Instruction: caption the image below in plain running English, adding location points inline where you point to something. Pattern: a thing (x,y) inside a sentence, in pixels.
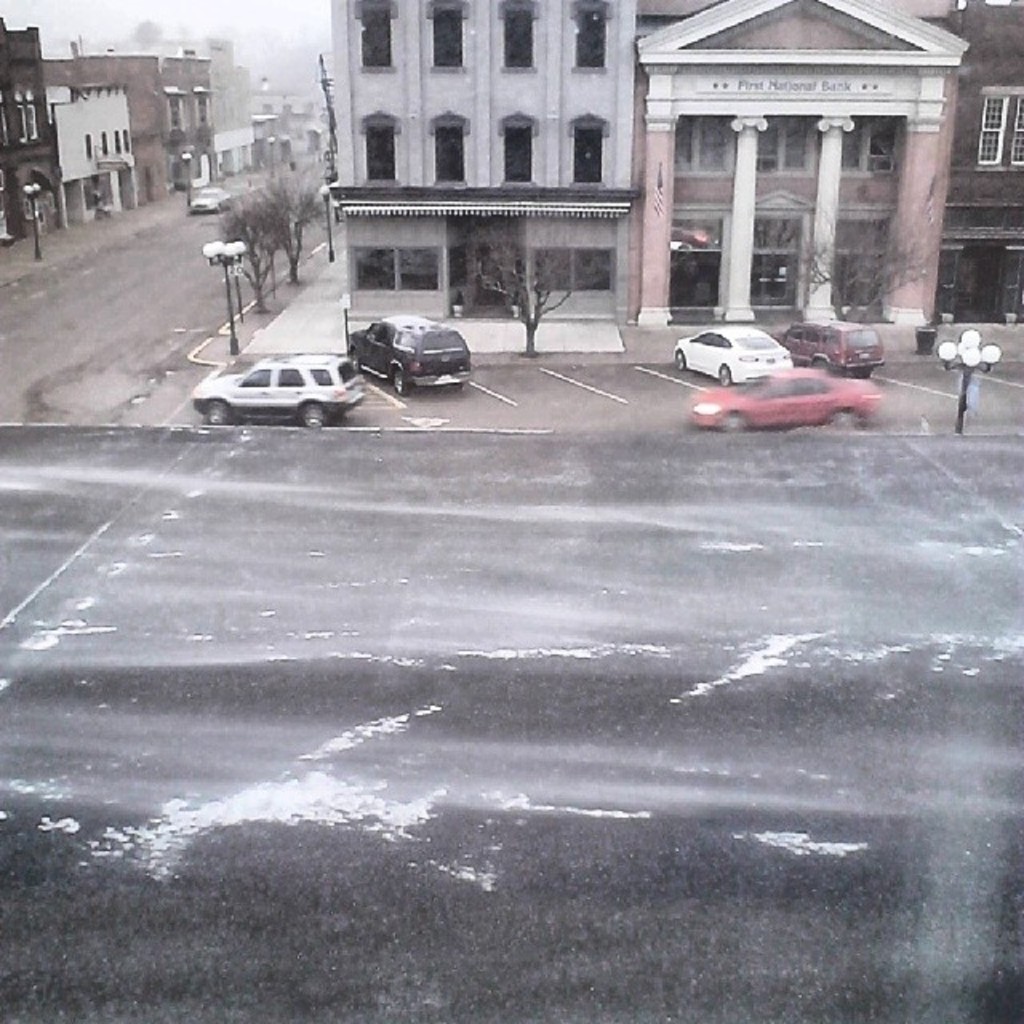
As we can see in the image there are few buildings (150,126), in between building (238,125) there is a road (189,229), in front of buildings (570,150) there are cars (461,378), dry trees (863,257) and street lamps (970,353).
